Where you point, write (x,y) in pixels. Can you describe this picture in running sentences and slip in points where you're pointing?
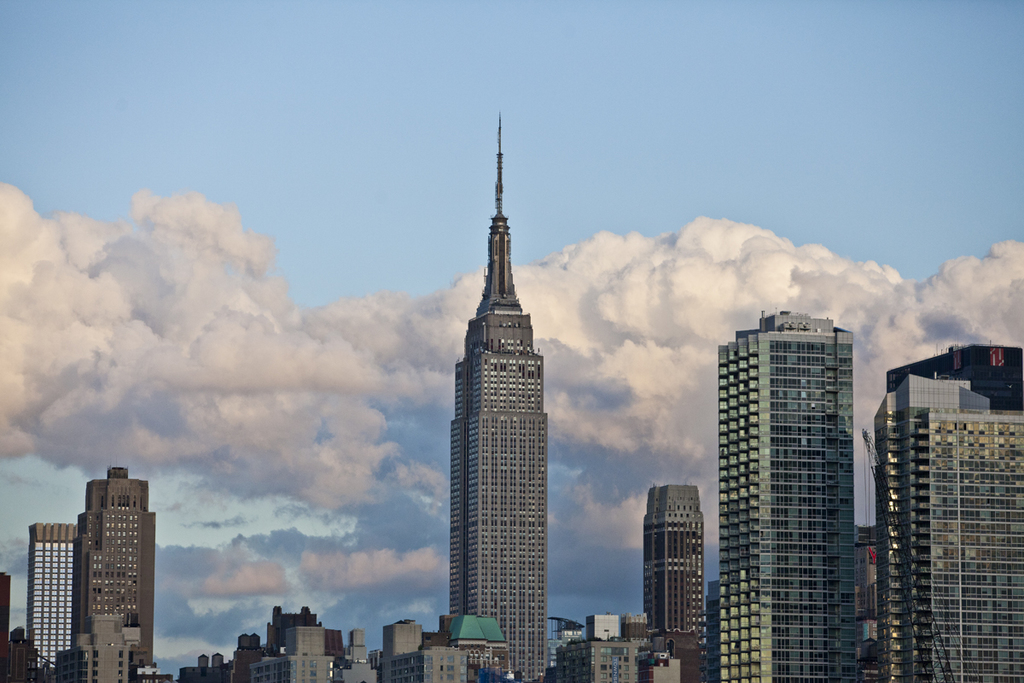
In the center of the image (458,438) we can see a tower (523,464). At the bottom of the image (120,600) we can see the buildings (112,585). In the background of the image (35,522) we can see the clouds (590,420) in the sky (724,336).
